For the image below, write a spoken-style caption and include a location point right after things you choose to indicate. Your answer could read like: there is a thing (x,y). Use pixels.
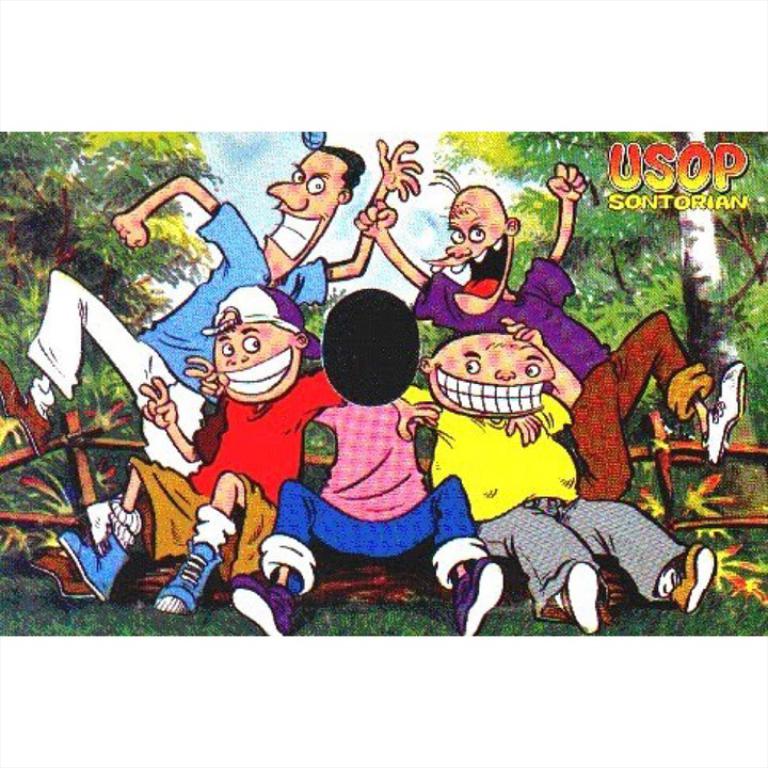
In this image we can see picture of cartoons (236,443). In the background (694,348) there are trees (711,324) and sky (271,179). At the bottom (324,605) there is grass (545,624).
